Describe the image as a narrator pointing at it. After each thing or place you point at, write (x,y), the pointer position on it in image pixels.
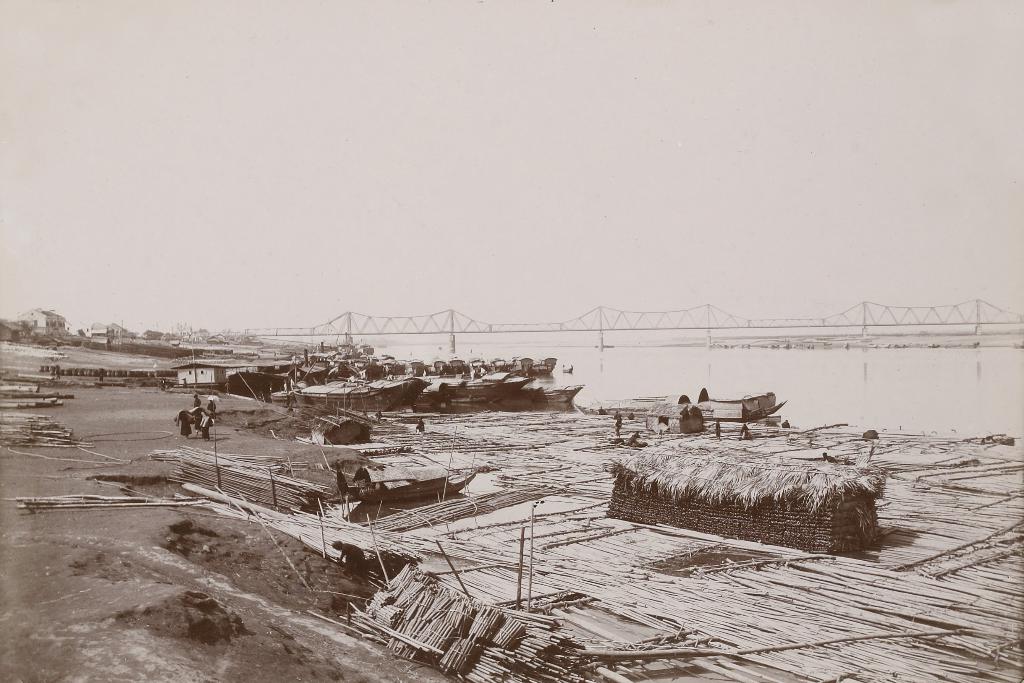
This is a black and white image. In this image we can see wooden sticks (508,502). Also there are boats (410,387). In the background (120,339) there are sheds (174,370). Also there are few people (190,416). And there is water (666,354), bridge (625,327) and sky (452,172).
